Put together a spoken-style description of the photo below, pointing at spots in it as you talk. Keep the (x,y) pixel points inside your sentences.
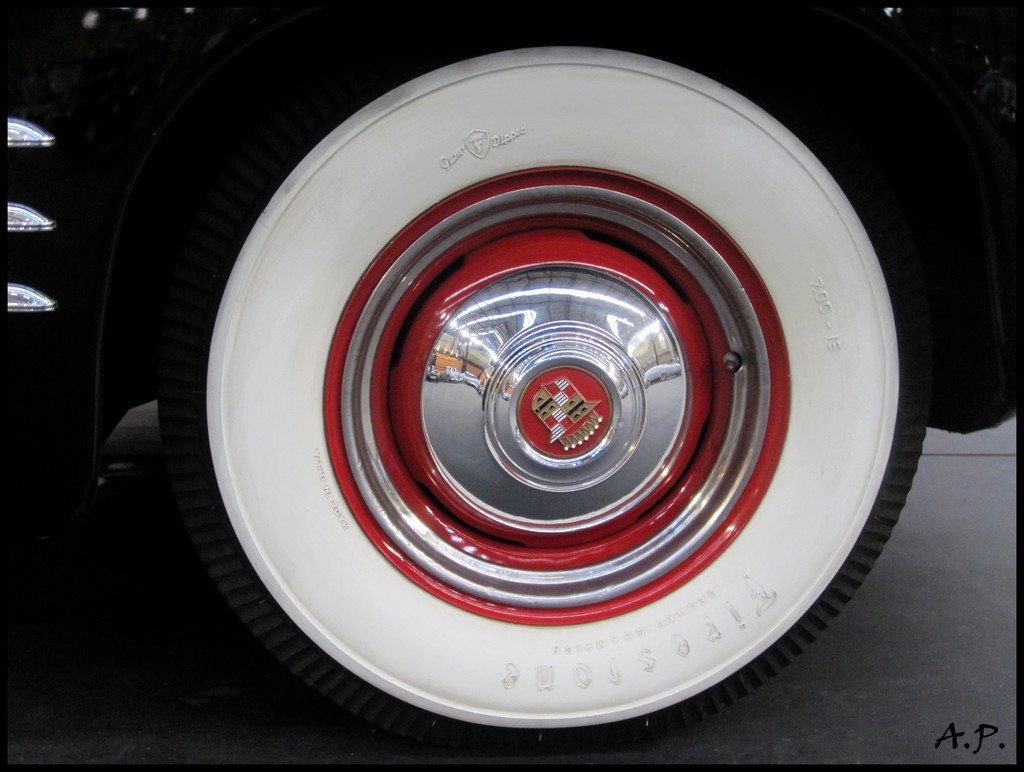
In this image I can see the red, silver and white color wheel (611,218) to the black color vehicle (189,43).
